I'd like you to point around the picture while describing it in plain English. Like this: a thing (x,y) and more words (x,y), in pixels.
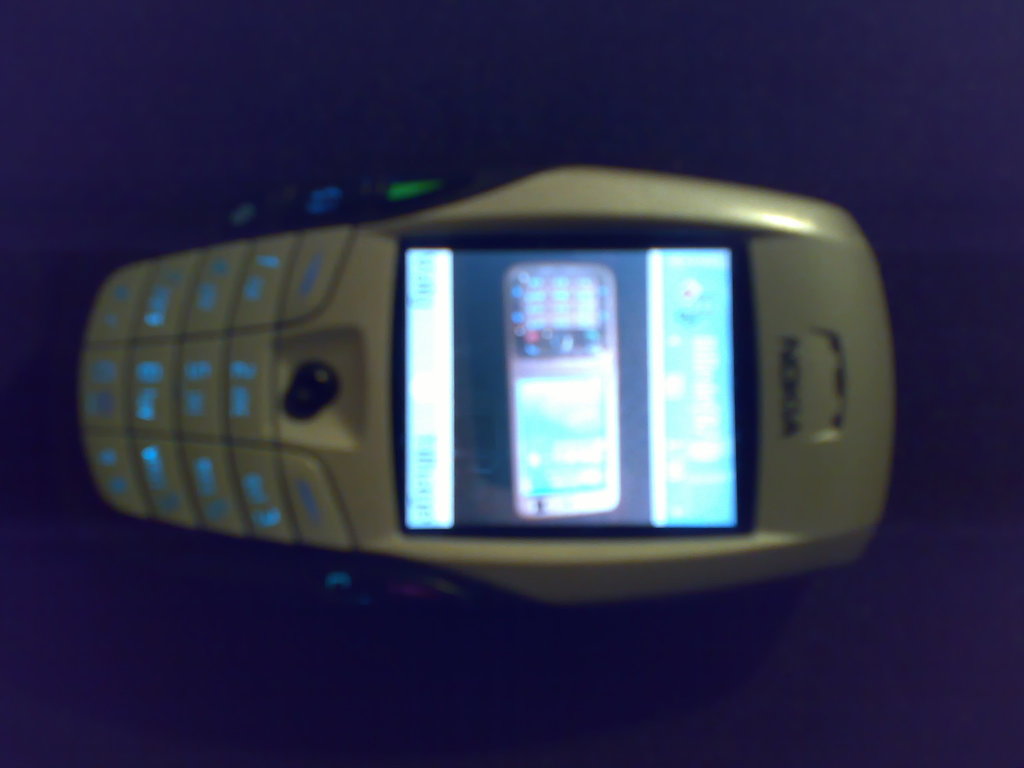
In this picture we can see a white Nokia mobile (428,468) with buttons (316,400) and display screen (491,320). The background (784,62) is dark.
